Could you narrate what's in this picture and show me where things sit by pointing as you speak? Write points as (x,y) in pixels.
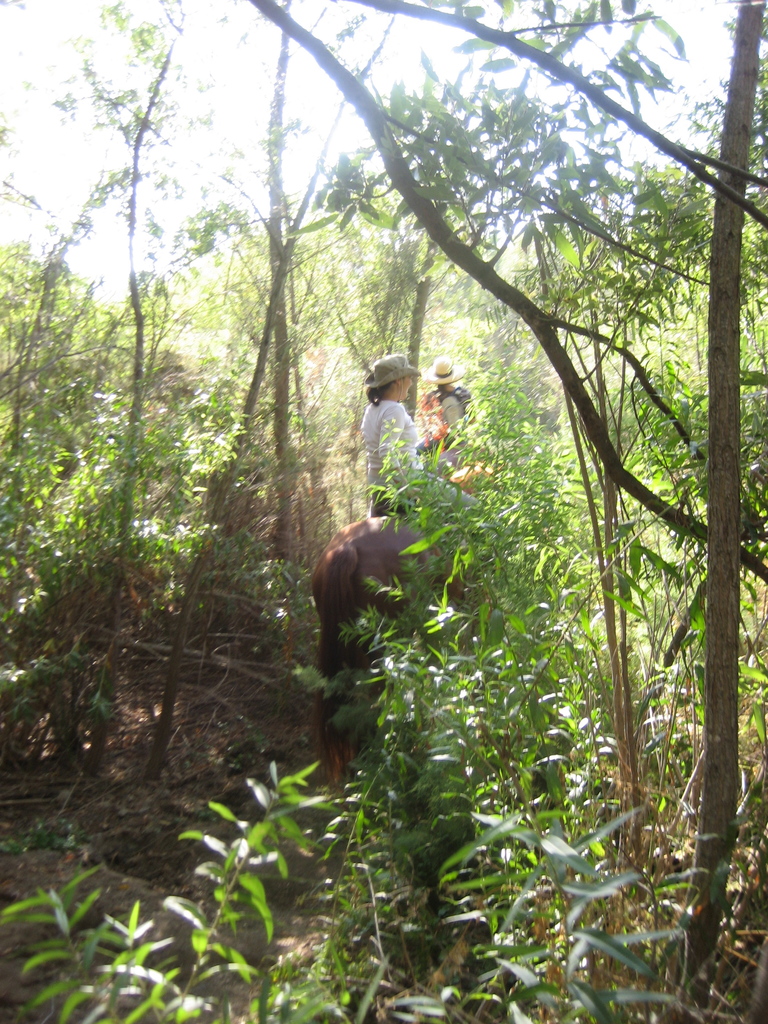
The woman (402,406) in white T-shirt (371,433) who is wearing a hat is riding the animal (367,577) which is brown in color. In front of her, we see the person (435,413) riding a horse (451,458). There are many trees (269,539) in the background (274,417). This picture might be clicked in the forest (435,670).
